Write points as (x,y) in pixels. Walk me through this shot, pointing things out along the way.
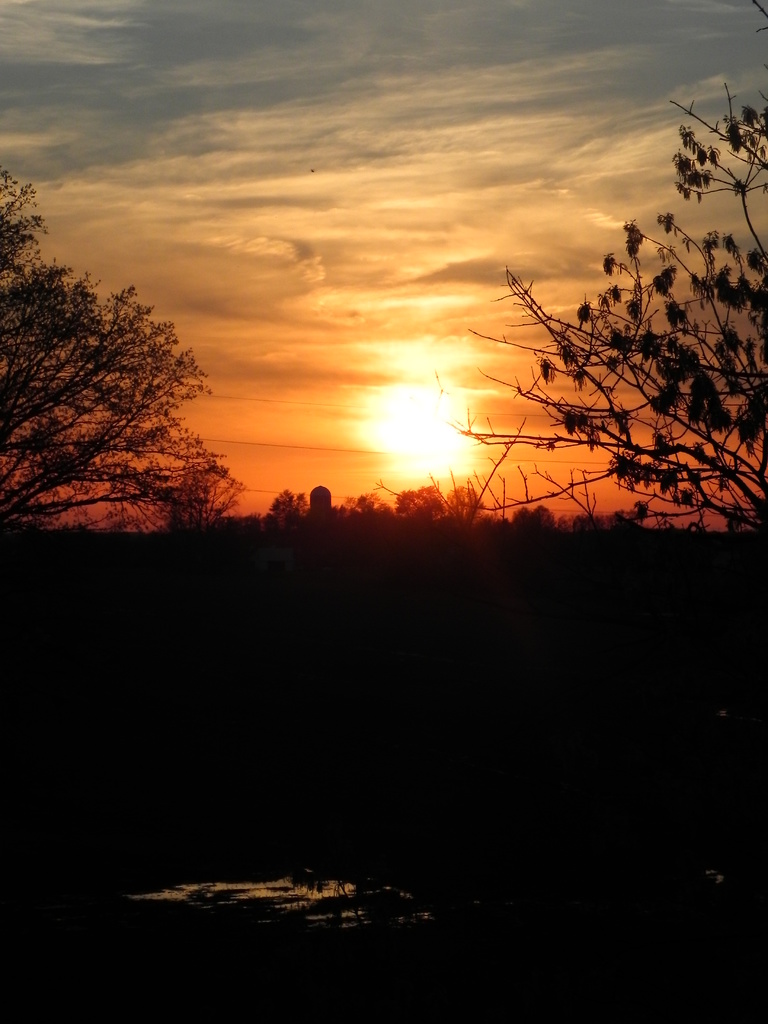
In this image in the center (299,535) there are some trees (360,544), at the bottom (381,898) there is some water (193,889) and on the right side (766,448) and left side (65,345) there are trees (54,342). At the top of the image (293,225) there is sky (322,253).
